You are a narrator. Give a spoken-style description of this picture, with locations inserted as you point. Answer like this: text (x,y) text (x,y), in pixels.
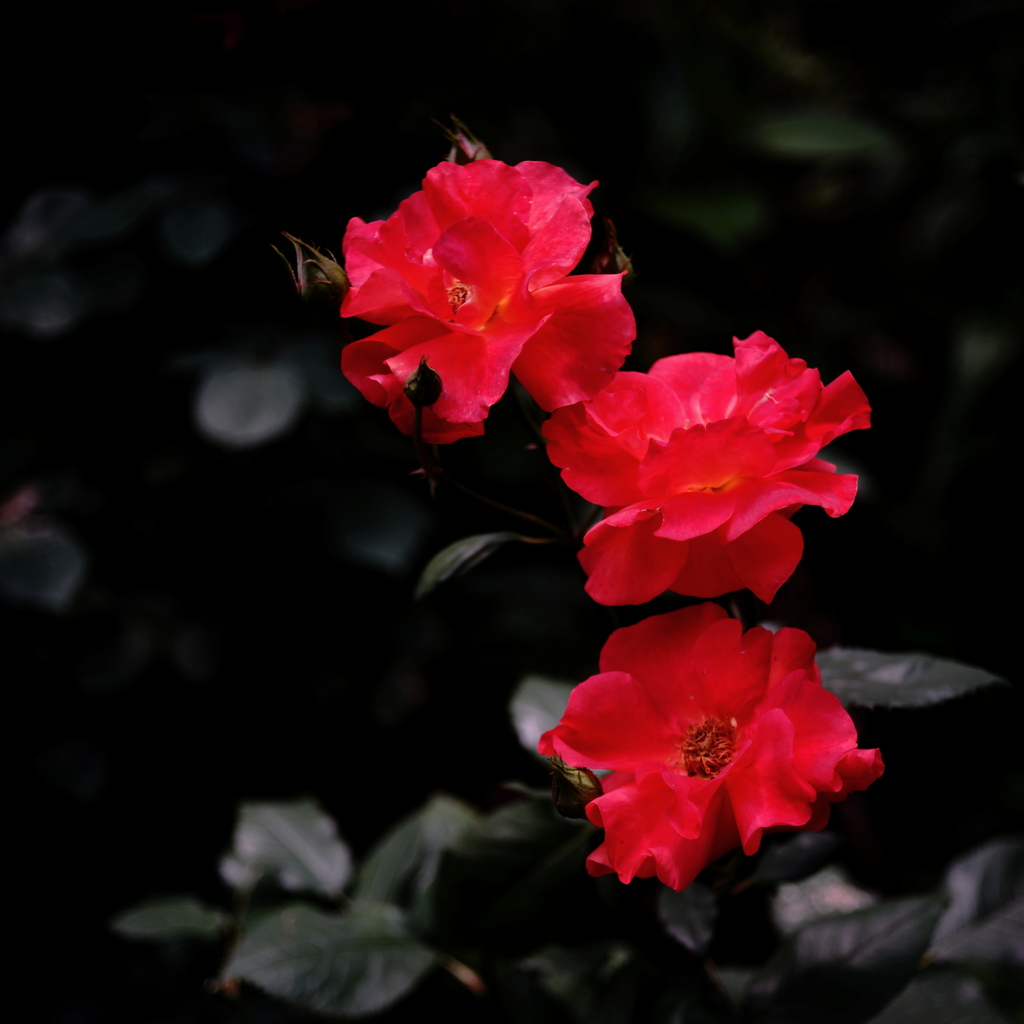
In this image we can see there are three red flowers (649,469) in the middle (608,385). In the background (206,234) there are leaves (375,925).
